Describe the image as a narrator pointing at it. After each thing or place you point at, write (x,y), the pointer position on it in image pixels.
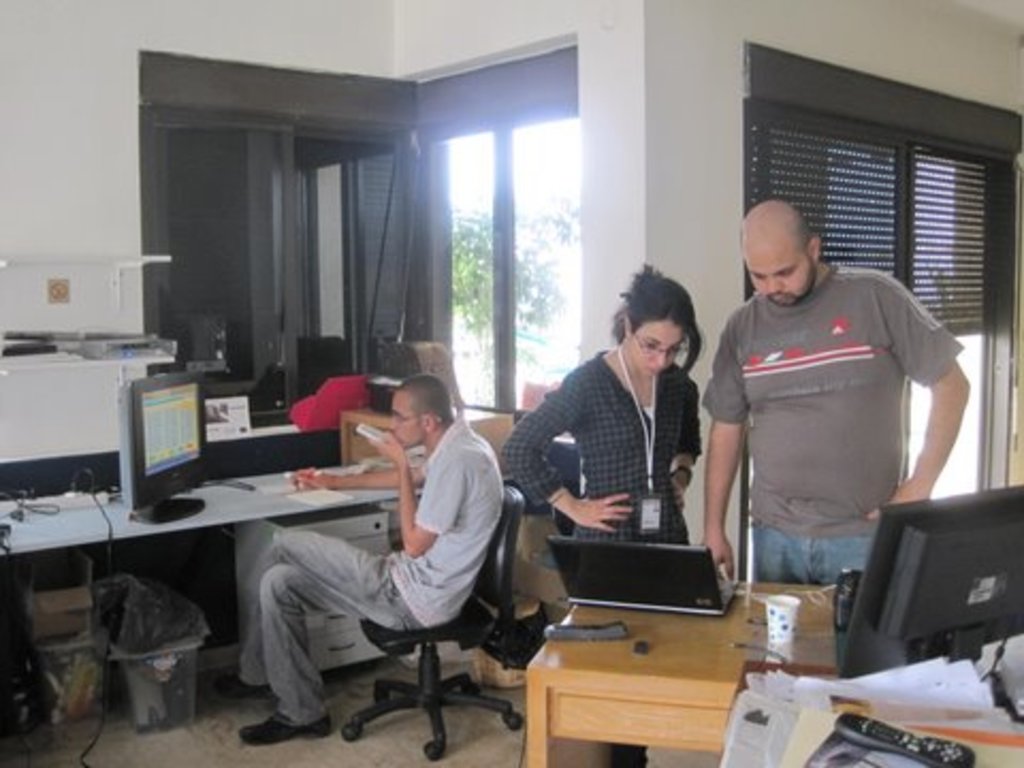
On the background of the picture (400,162) we can see curtains (388,250) and windows (563,236). here we can see one person (461,536) sitting on the chairs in front of a table (4,517) and talking something over a mobile (366,436) and on the table (136,524) we can see papers (314,500) and a marker (313,471) in his hand (310,484). Here we can see two persons (682,484) standing in front of a table (674,672) and on the table (746,643) we can see glass (782,623), monitor screen (912,600), laptop (650,607) and a remote (890,741). This is floor (225,736). This is a trash bin (150,651).
